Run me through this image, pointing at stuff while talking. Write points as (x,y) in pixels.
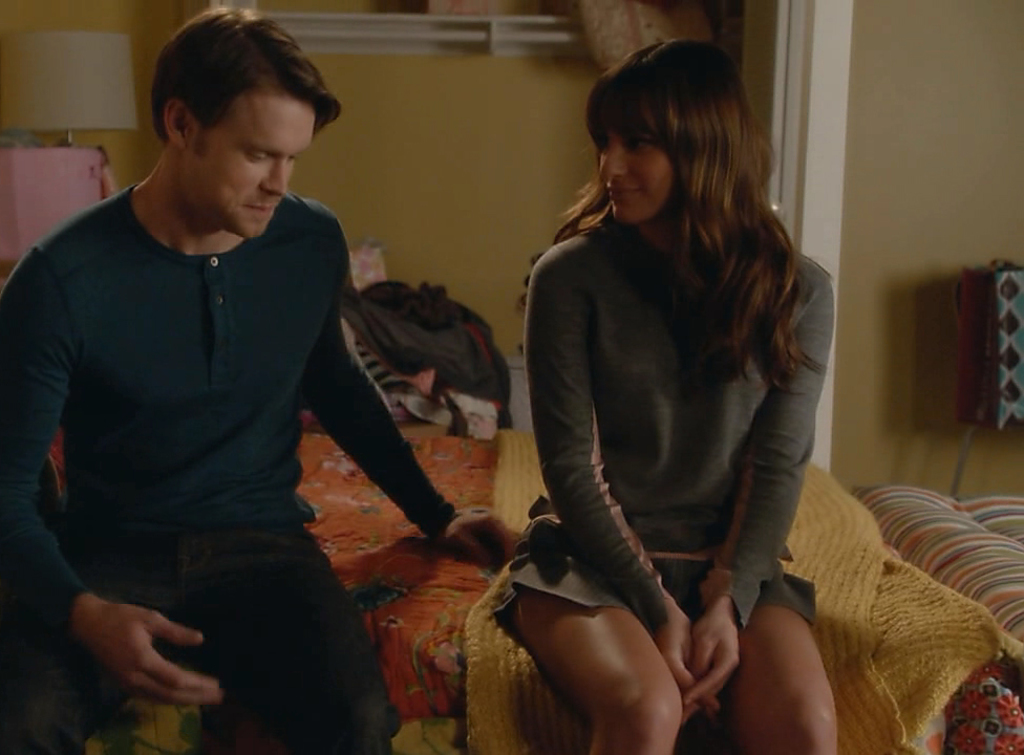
In this image I can see a person (184,395) wearing green and black colored dress (204,415) and a woman (676,460) wearing grey colored dress (656,419) are sitting on the bed (486,575). I can see a orange colored bed sheet (470,573) on the bed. In the background (538,212) I can see the wall (431,170), a lamp (72,87), few clothes (413,340) and few other objects (58,160).
